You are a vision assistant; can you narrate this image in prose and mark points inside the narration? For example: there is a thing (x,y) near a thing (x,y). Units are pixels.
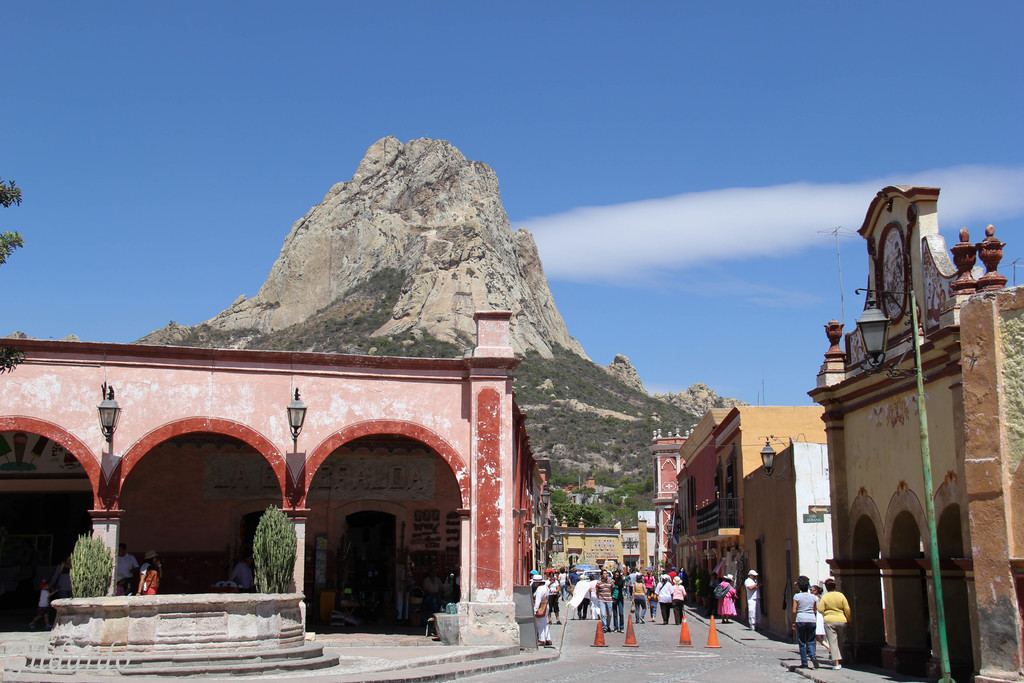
In this image I can see a road (575,620) in the centre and on it I can see few orange colour cones (712,642) and number of people (804,577) are standing. On the both side of the road (505,679) I can see number of buildings (737,539) and few lights (870,353). On the left side of this image (44,602) I can see few more people (249,585), few plants (83,565) and a tree (2,358). On the right side of this image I can see few poles (916,329). In the background (328,308) I can see mountains (507,265), clouds (706,256) and the sky (522,149).
